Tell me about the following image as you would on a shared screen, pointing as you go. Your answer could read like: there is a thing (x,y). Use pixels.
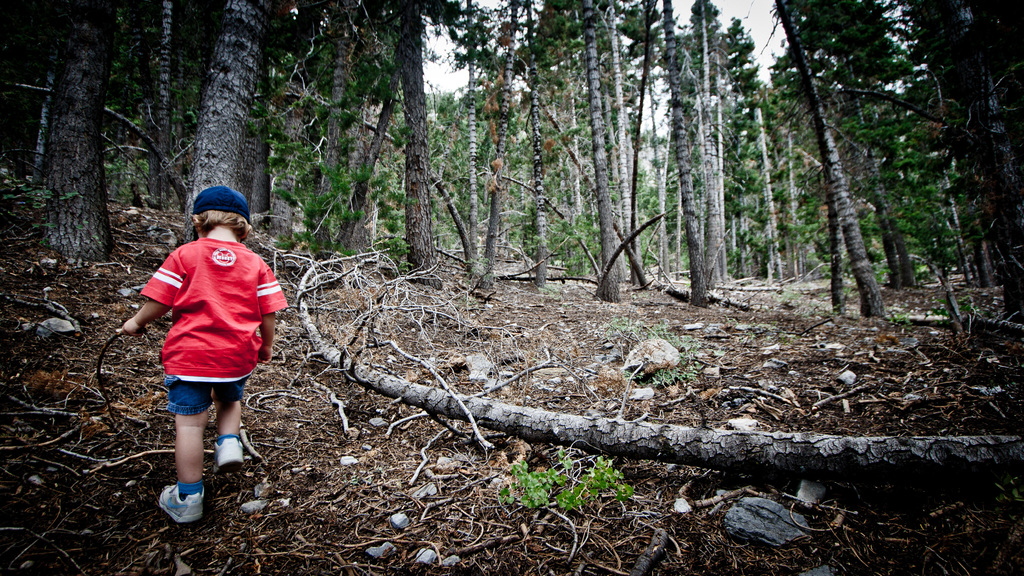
In this image we can see a child (223,403) walking on the ground (455,432) and holding a stick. And there are trees (444,109) and sky (750,28) in the background (739,37).
